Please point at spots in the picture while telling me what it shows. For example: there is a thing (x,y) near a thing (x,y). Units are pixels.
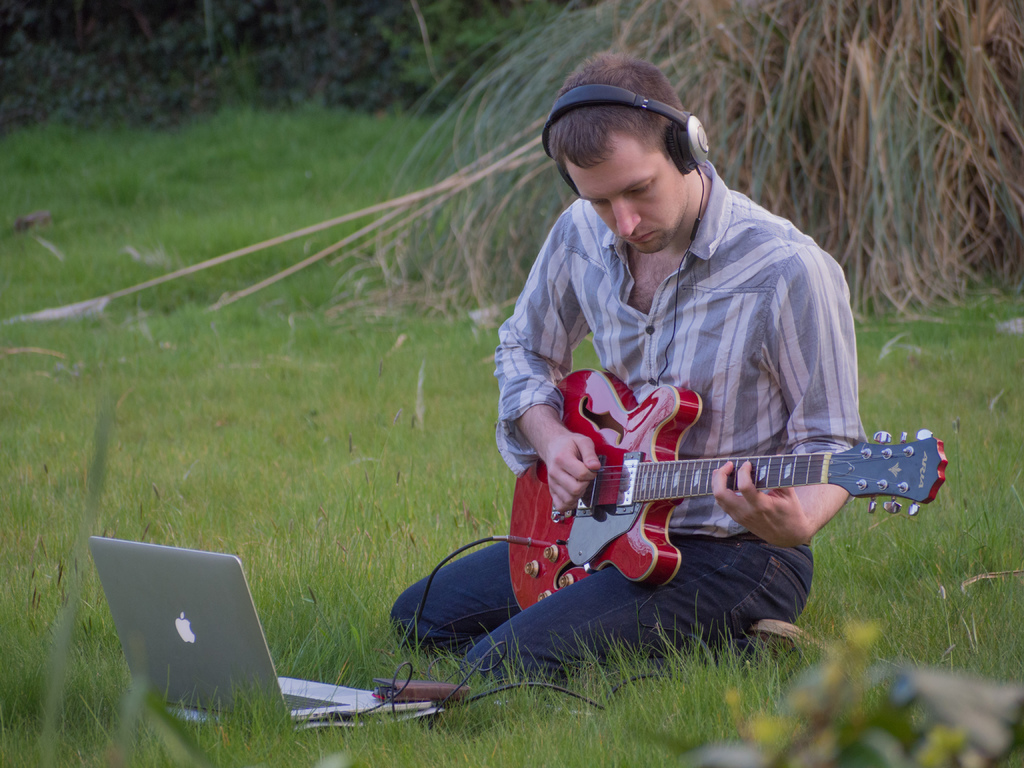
in this picture we can see man (616,324) wore headsets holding guitar (635,433) with his hand (584,474) and playing it and sitting on grass (377,564) and in front of him we have a laptop (321,705), wires (579,695) and in the background (299,62) we can see trees (360,79).
